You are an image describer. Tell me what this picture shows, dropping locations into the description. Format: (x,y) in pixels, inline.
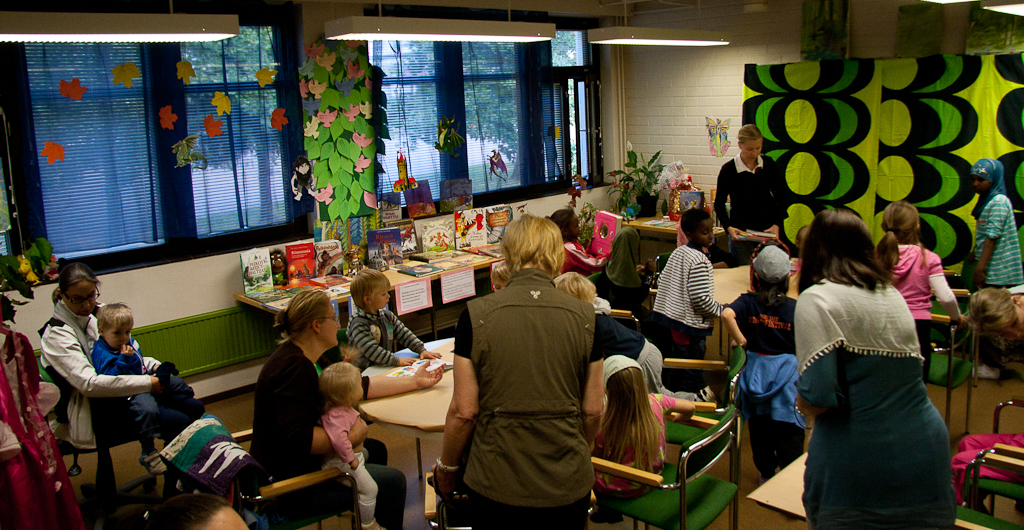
In this image I can see few people (576,276) are sitting on the chairs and few (755,306) are standing, on the left side (270,265) there are books (416,265) on the table (404,279), there are decorative items (335,137) and windows (235,201). In the background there are trees (418,142), at the top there are lights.
